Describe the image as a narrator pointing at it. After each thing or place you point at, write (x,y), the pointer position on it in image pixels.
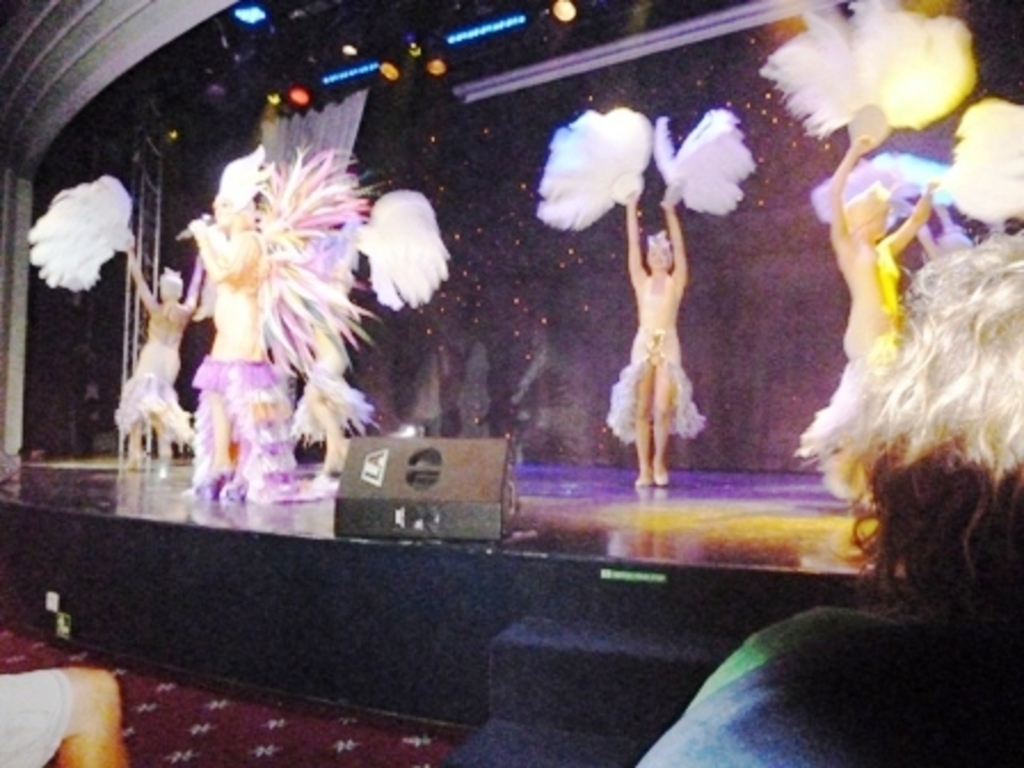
This picture is clicked inside. In the foreground (808,700) we can see the two persons (694,748). In the center (434,497) there is an object (483,499) and we can see the group of people (380,268) dancing. In the background (445,66) we can see the focusing lights (566,6), metal rods (156,174) and a curtain (335,121).
